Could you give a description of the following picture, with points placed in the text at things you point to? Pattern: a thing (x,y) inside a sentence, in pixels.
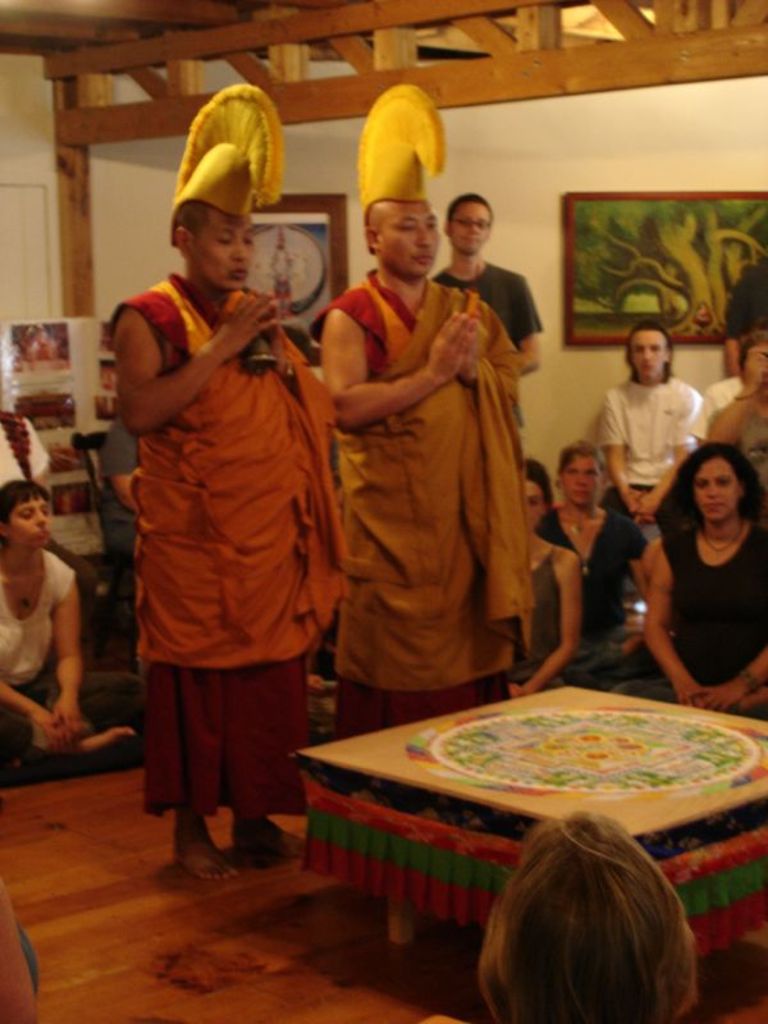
A table (659,721) is in right side of the image (603,714), and two people (408,655) are standing and praying. There is a frame (713,204) attached with the wall (671,150) on the top right corner (638,206). Right side of the image (645,327) some people (760,656) are sitting and watching. Left side of the image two people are sitting and watching.
